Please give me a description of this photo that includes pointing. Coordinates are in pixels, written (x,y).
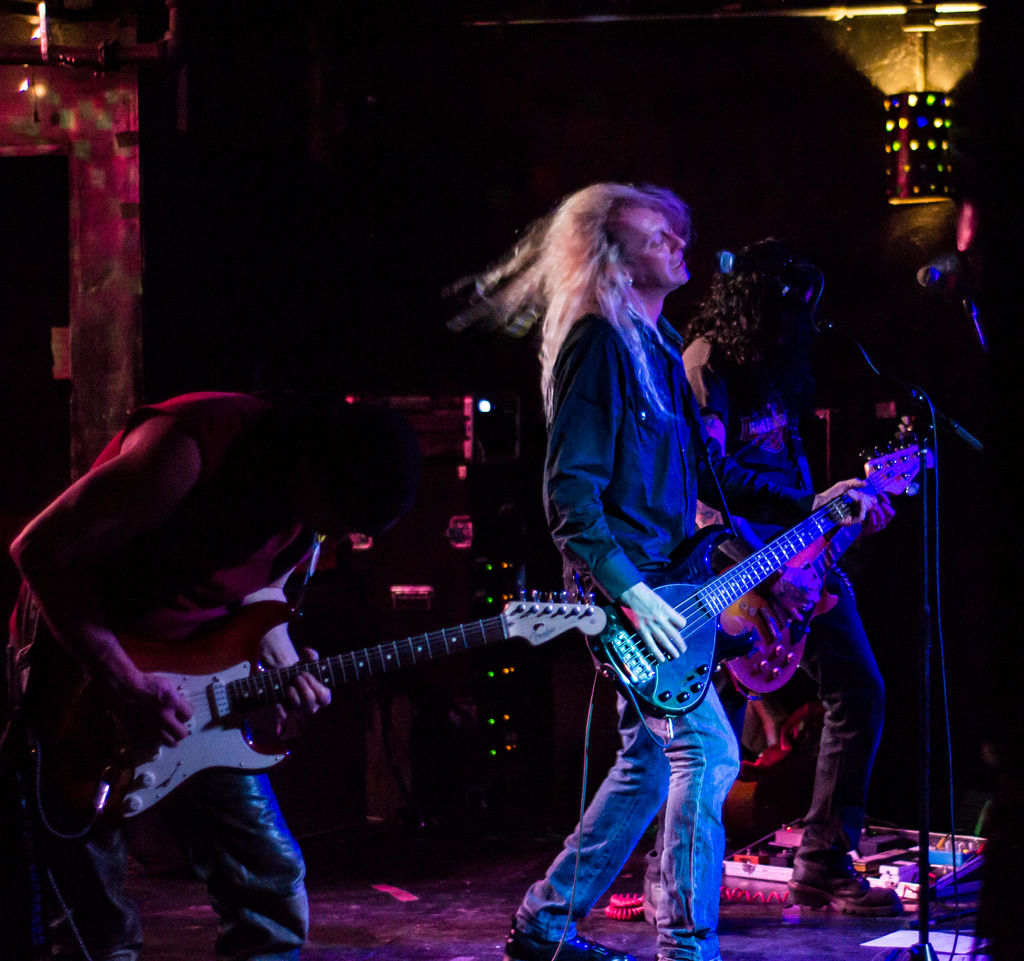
In this image i can see few people (688,444) standing and holding a guitar (684,613), in front of this person (661,286) there is a micro phone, at the back ground (909,133) there is a light (923,133).
